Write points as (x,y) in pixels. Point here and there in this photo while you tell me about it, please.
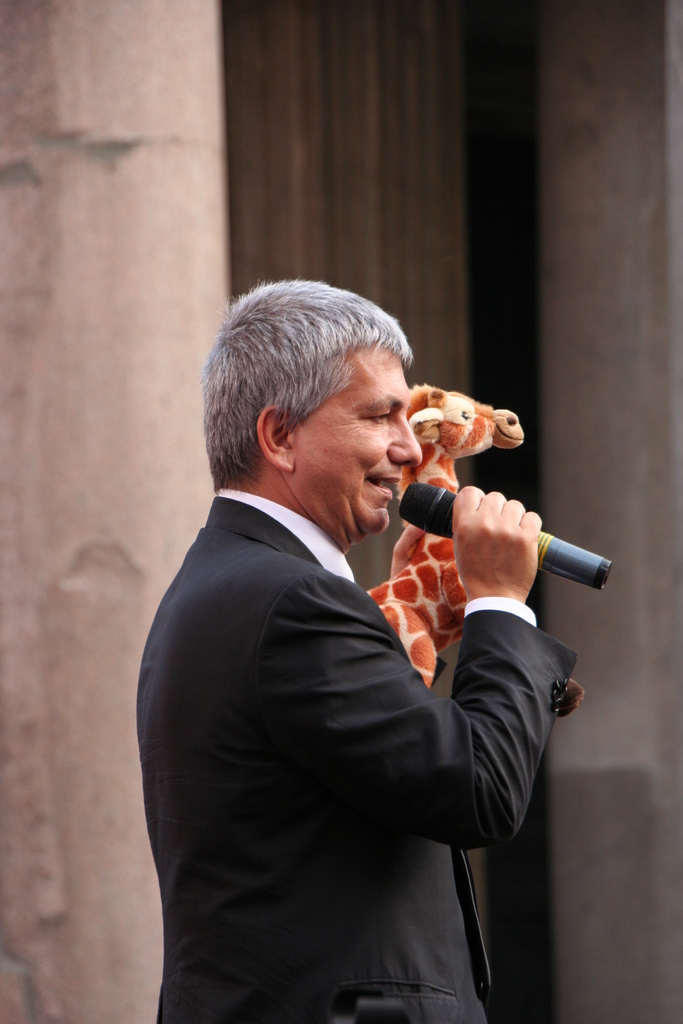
In this image there is a man (261,475) who is holding a mic (450,509) with his right hand (497,535) and speaking. At the background (74,289) there is a pillar (164,185) and a doll (450,403).
